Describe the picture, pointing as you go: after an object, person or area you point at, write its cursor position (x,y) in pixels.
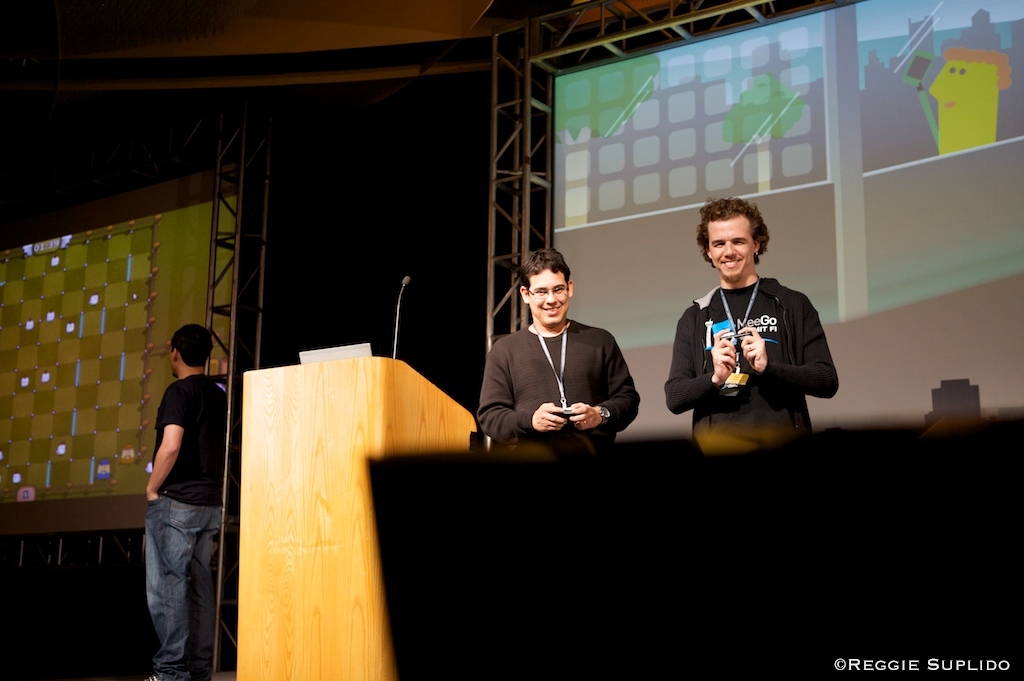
There are two persons (685,370) wearing black dress (670,370) is standing and holding an object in their hands (752,354) and there is a wooden stand (341,431) beside them and there is another person (172,458) standing in the left corner (157,467).
